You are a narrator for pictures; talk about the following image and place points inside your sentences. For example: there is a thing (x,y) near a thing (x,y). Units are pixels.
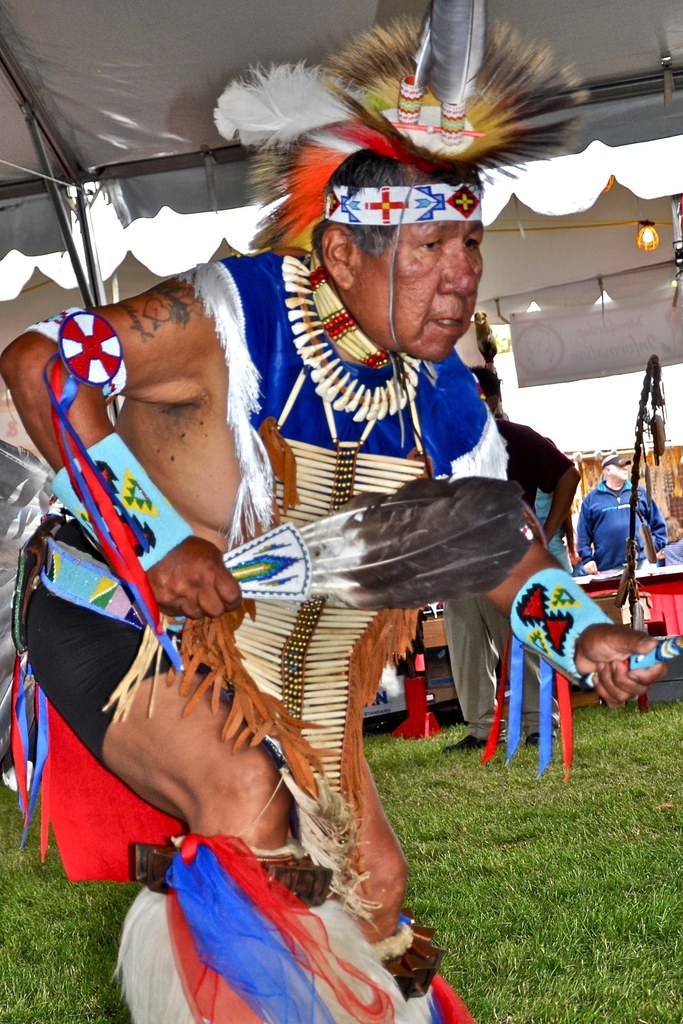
In this image in the foreground (381,121) we can see a person (292,968) wearing fancy dress (57,824) holding feathers (250,550) and I can see there are so many grasses (589,726) on the ground (511,774), on the right side (471,747) some people (470,741) are standing.
